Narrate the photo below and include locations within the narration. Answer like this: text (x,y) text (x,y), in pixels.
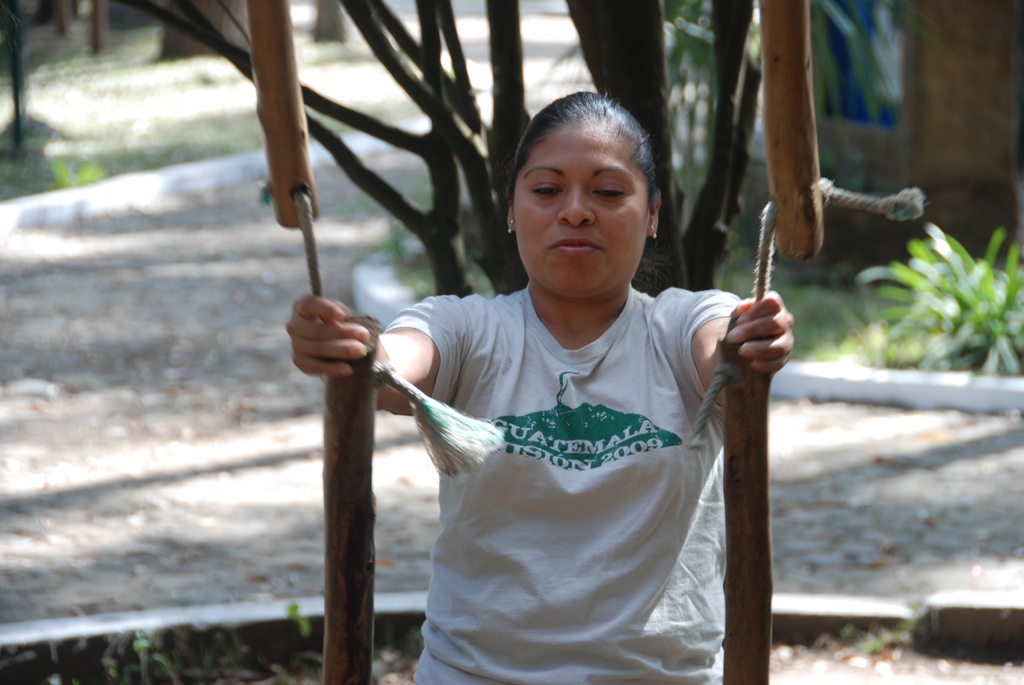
In this image I can see a person (564,542). The person (596,524) is wearing white shirt (569,518), background (964,274) I can see trees (966,260) in green color.
